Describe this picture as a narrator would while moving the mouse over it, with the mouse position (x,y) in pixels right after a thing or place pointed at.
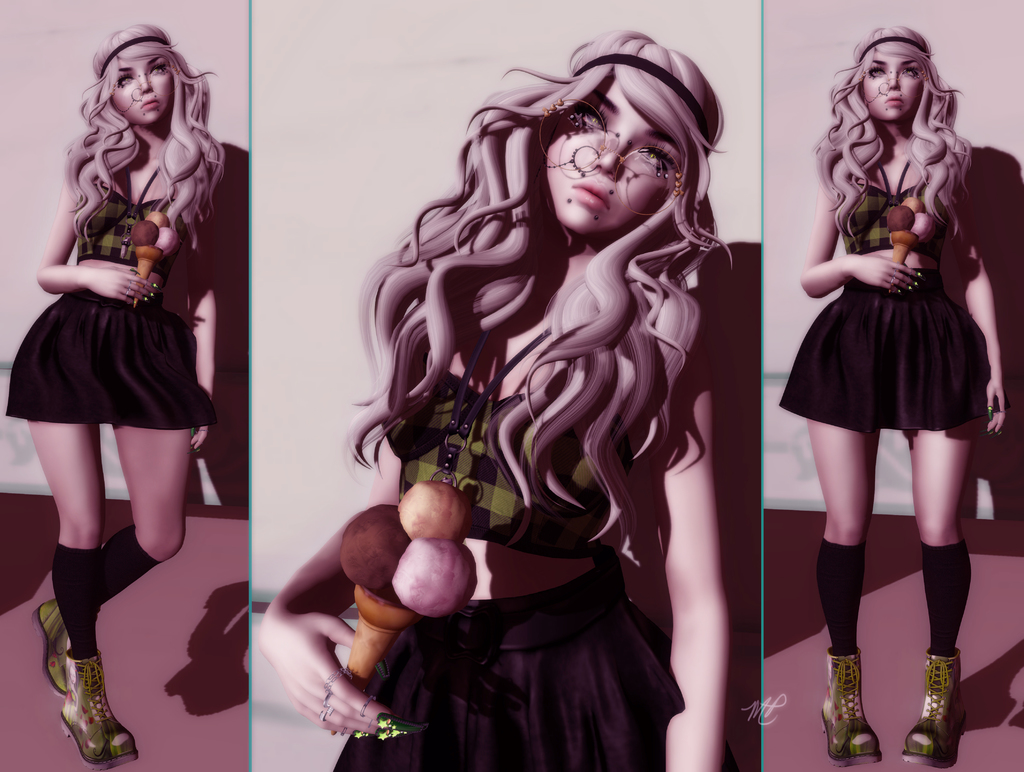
This is an animation in this image there is a woman (399,430) who is holding an ice cream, in the background (811,146) there is a wall (811,146).
